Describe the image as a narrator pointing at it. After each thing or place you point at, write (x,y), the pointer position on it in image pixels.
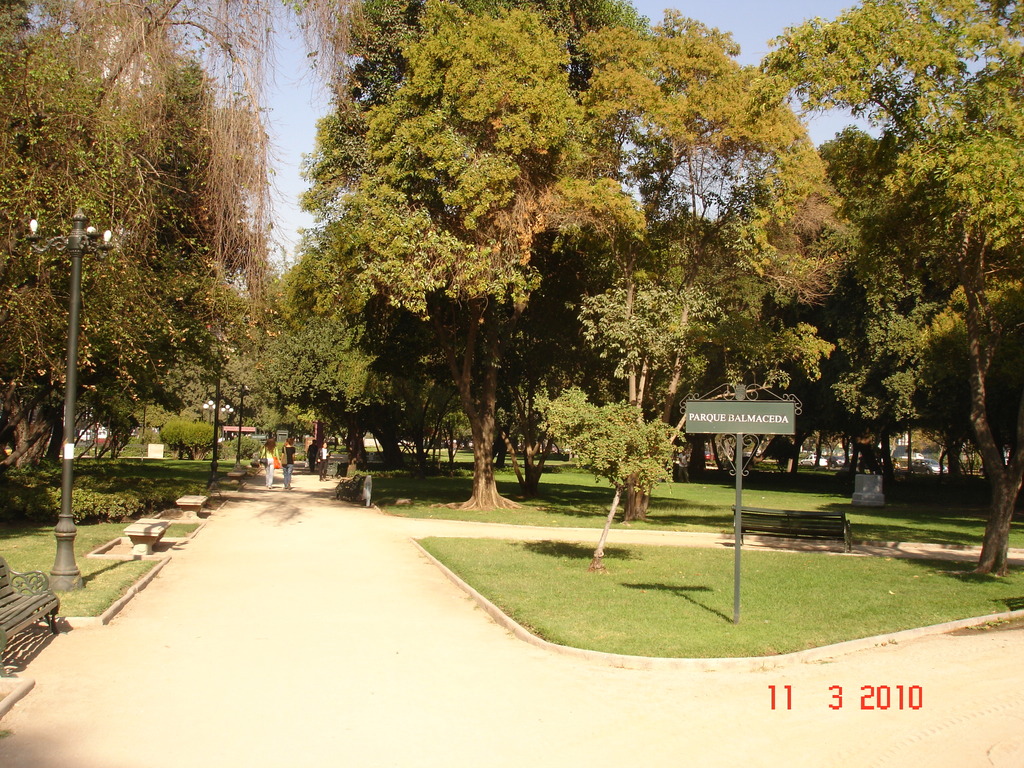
In this image few persons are on the path (323,564). Left side (66,572) there is a street light (75,581) on the grass land (86,561). Left side (39,593) there are few benches (16,599). Right side (715,411) there is a board (731,407) attached to the pole (741,506). Background (17,280) there are few plants (152,506) and trees (835,383) on the grassland (592,584). Top of the image (748,20) there is sky (735,21).
